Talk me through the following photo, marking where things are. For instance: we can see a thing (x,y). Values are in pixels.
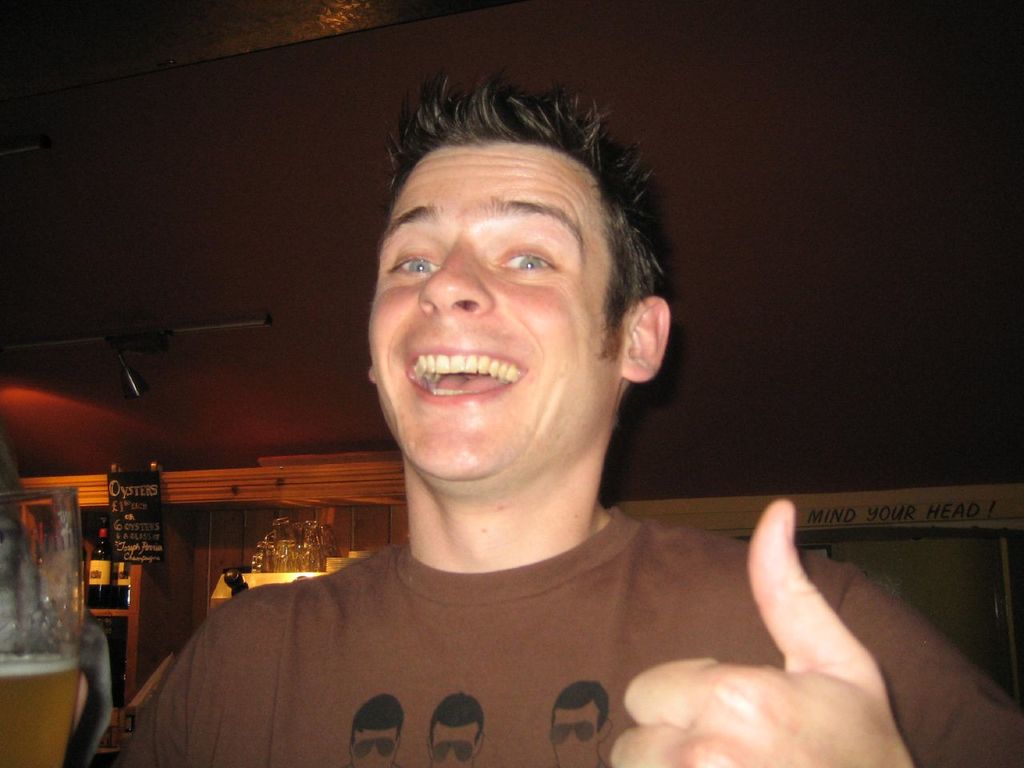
In this image there is one person (408,617) is in middle of this image (453,471) is holding a glass (48,589). There is a wall (262,387) in the background (749,426). There are bottles (130,588) are kept in a shelf (120,609) as we can see in the bottom left side of this image (133,601).
